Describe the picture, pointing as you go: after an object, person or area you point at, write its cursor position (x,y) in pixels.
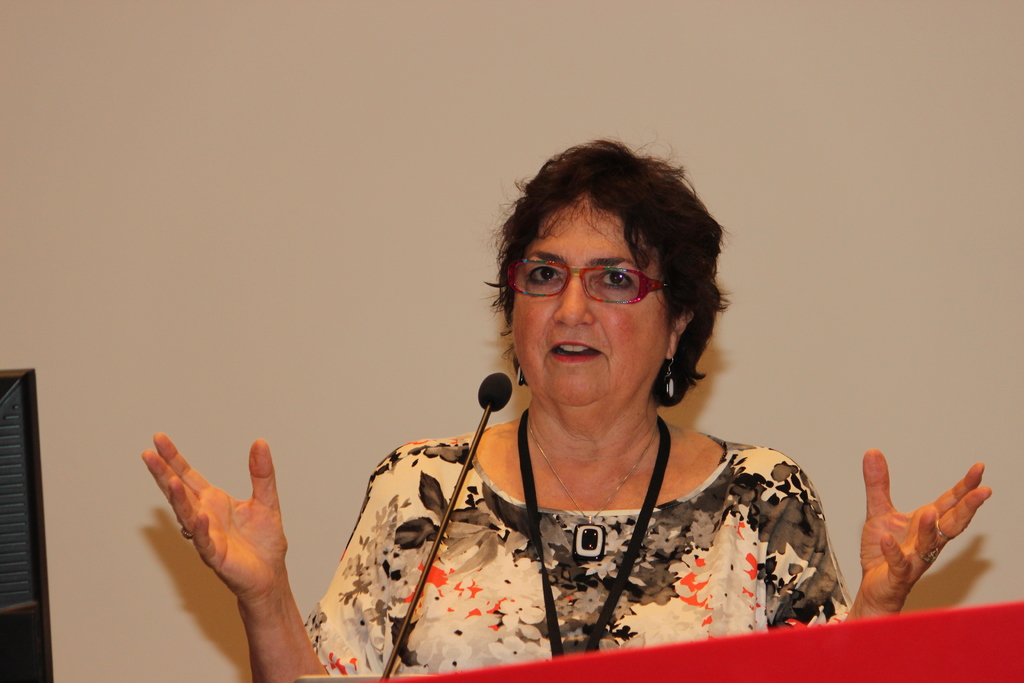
In this image we can see a woman (571,464) standing at the podium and a mic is attached to it.
